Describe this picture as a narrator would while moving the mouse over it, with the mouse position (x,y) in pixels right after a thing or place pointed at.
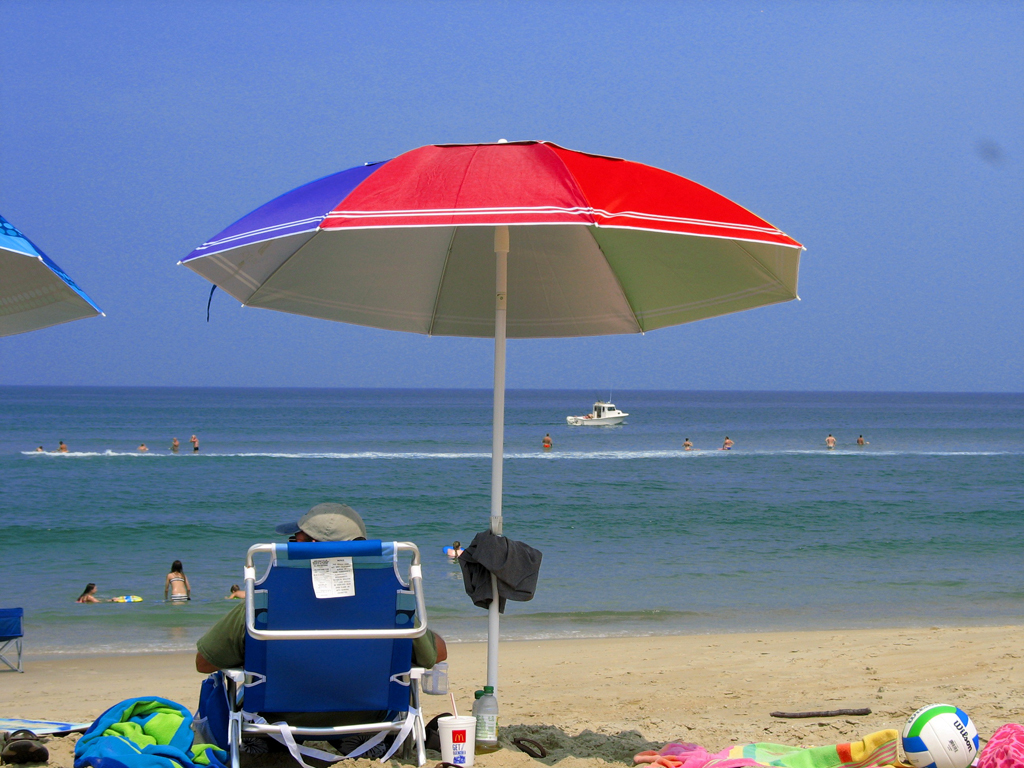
In the image there is a person (243,629) sitting on a chair (410,659) under a umbrella (561,225) in the beach (93,715), in the front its ocean (185,509) and many people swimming in it with a boat (599,418) in the middle (604,402) and above its sky (96,122).
